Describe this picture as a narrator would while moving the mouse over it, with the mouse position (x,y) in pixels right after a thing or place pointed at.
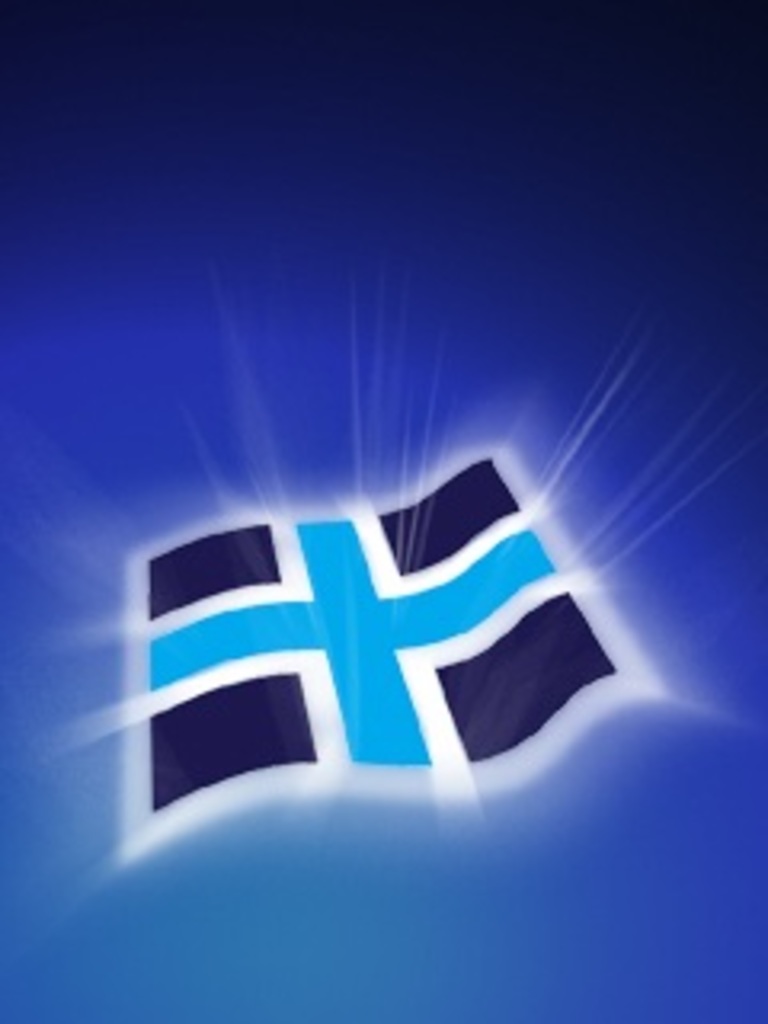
Background (183,886) portion of the picture is blue. In this picture we can see a logo (429,539).
